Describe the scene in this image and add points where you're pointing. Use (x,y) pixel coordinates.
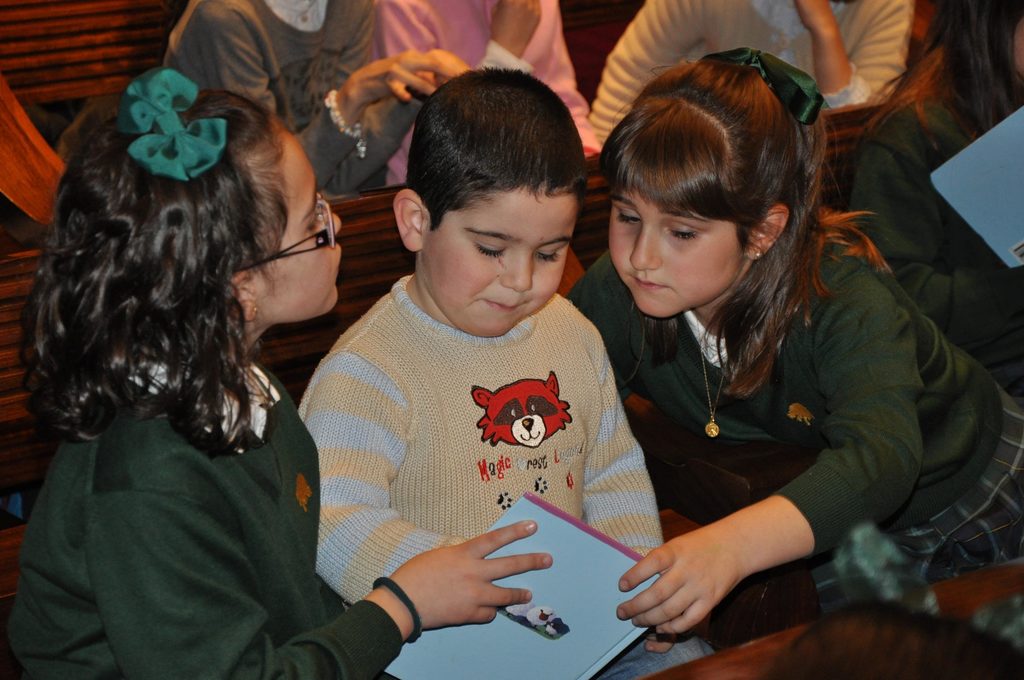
In this picture we can see few kids (580,147) and we can see a book (543,550) at the bottom of the image (579,626).
